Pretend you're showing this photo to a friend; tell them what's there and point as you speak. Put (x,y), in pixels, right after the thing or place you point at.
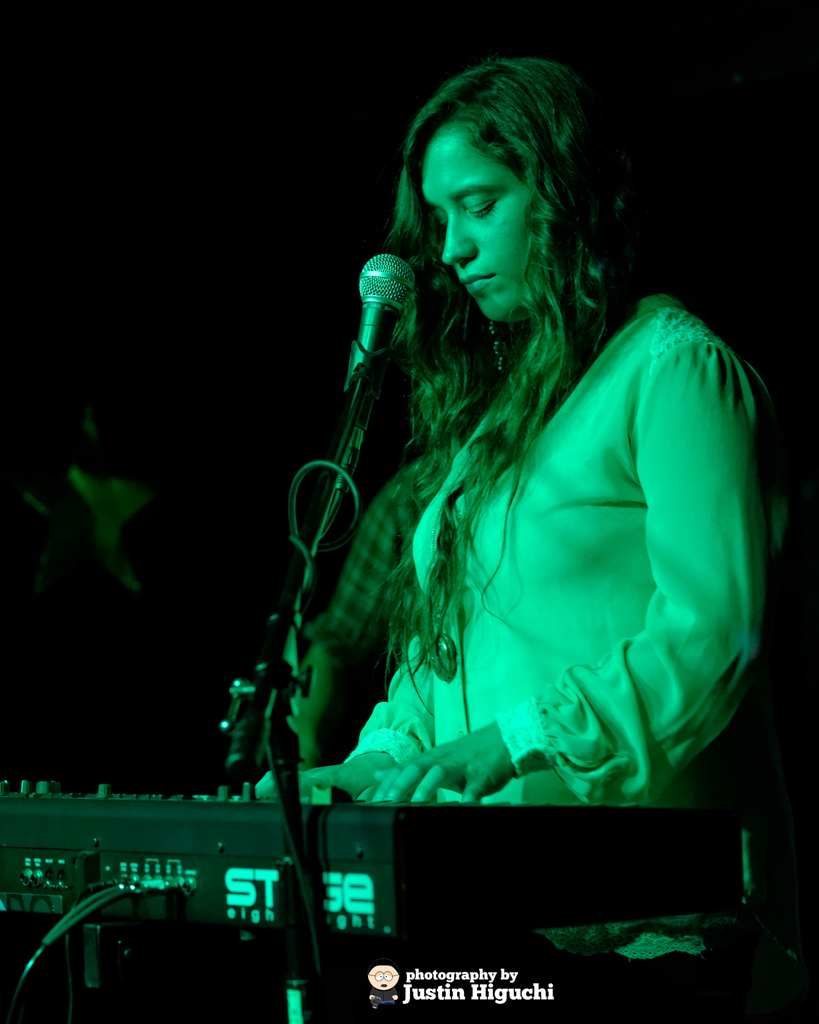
The woman (415,615) in the white shirt (620,548) is playing the musical instrument (114,802) which looks like a keyboard (452,889). In front of her we see a microphone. In the background (169,339), it is black in color. This picture is clicked in the dark. This picture might be clicked in a musical concert.
